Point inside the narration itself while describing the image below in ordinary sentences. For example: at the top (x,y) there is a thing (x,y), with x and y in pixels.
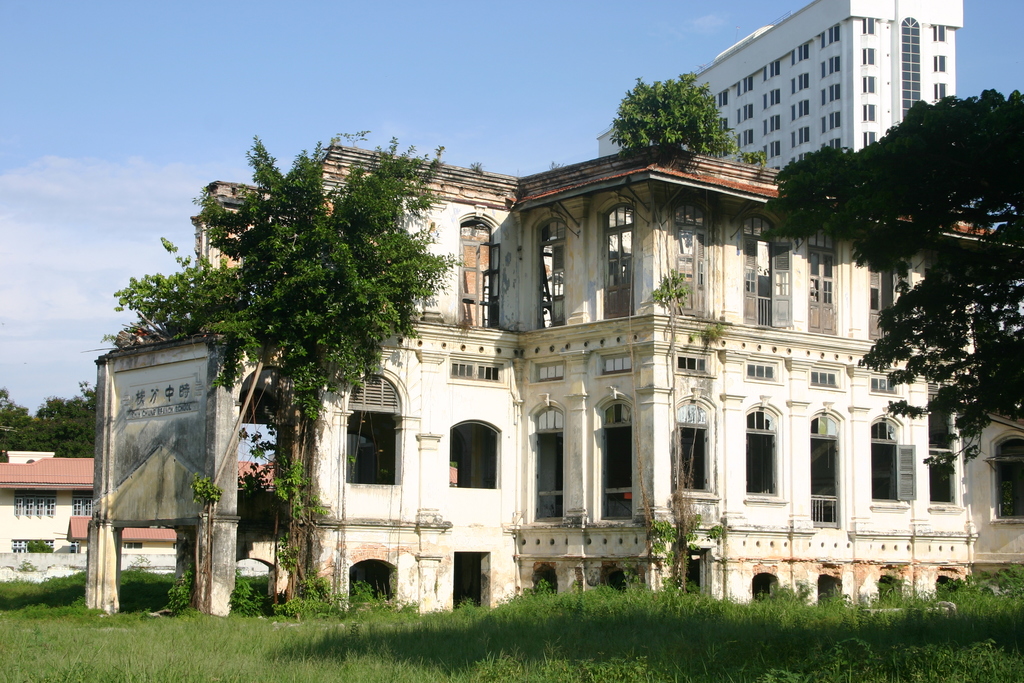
In the picture I can see buildings (518,409), trees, grass (168,676) and some other objects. In the background (548,77) I can see the sky (273,129).
